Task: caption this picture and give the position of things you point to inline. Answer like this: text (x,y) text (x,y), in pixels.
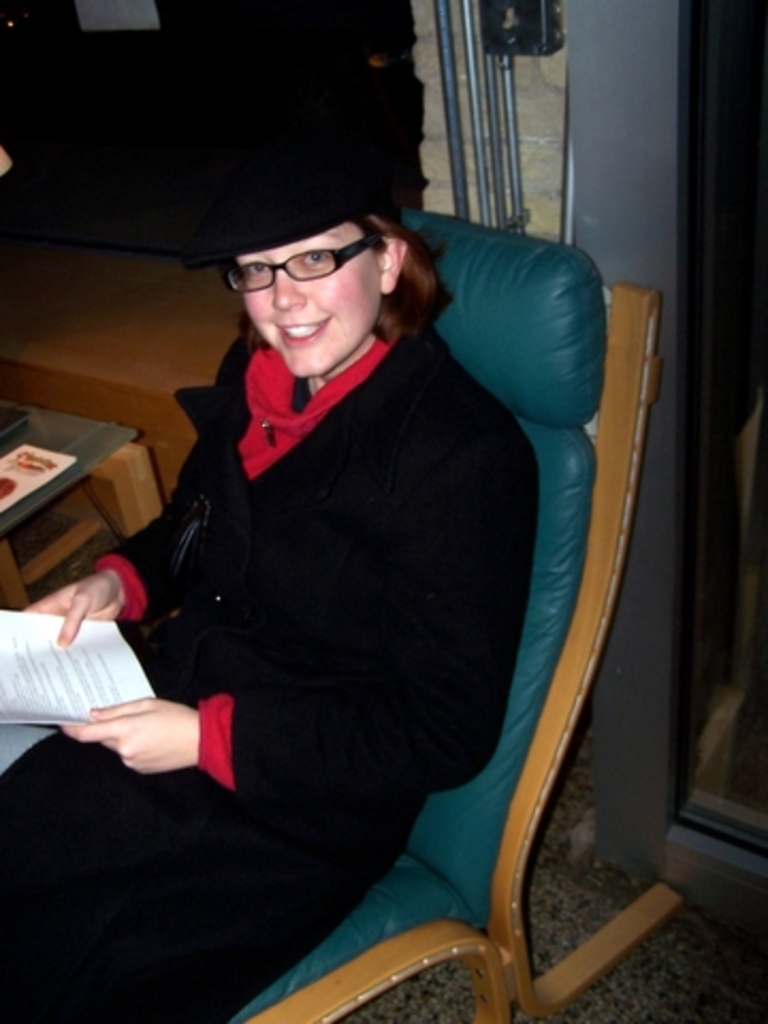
In the image, a woman (471,541) is sitting on a chair (484,289) she is holding the papers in her hands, to the left side (90,329) there is a wooden table (110,330), in the background (638,72) there is a door (738,133).
